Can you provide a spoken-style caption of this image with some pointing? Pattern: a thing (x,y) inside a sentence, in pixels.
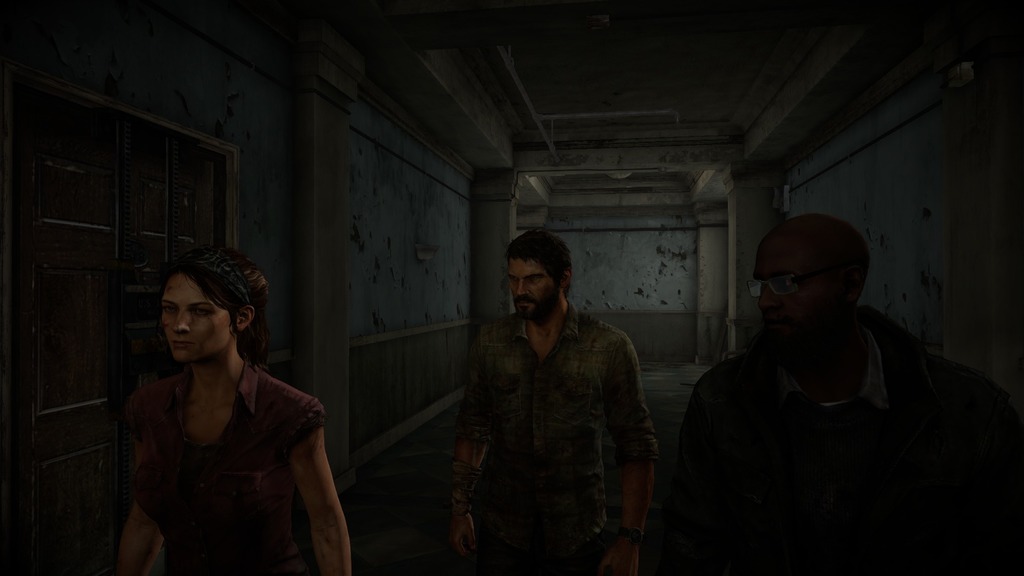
This is an animated image, where there are three persons (737,572) standing, and in the background (462,234) there is a door (81,557) and wall (607,241).
